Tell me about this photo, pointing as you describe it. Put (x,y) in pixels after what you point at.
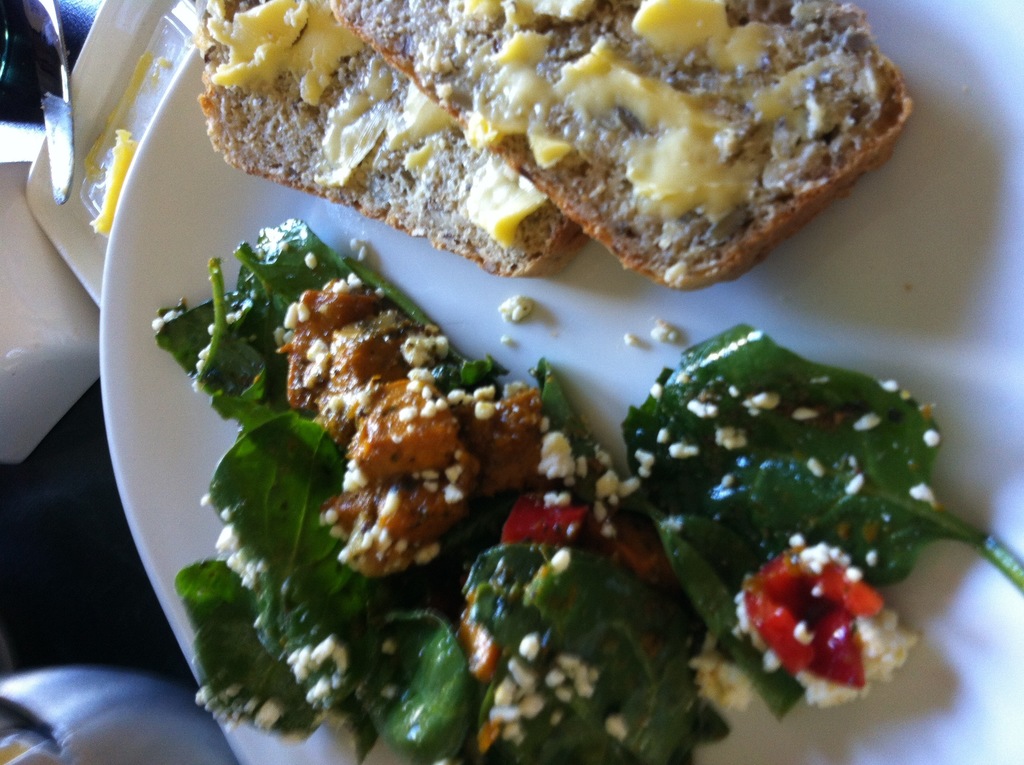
In the foreground of this image (675,348), in a platter (753,279) there are two bread pieces (563,131) with cheese (536,130) on it and there is also a salad (479,514) on the platter (214,229). In the background (122,165), there is a platter (102,110) with cheese (123,182) and knife (53,150) on it and also there are few objects (75,697) on the table (71,579).
